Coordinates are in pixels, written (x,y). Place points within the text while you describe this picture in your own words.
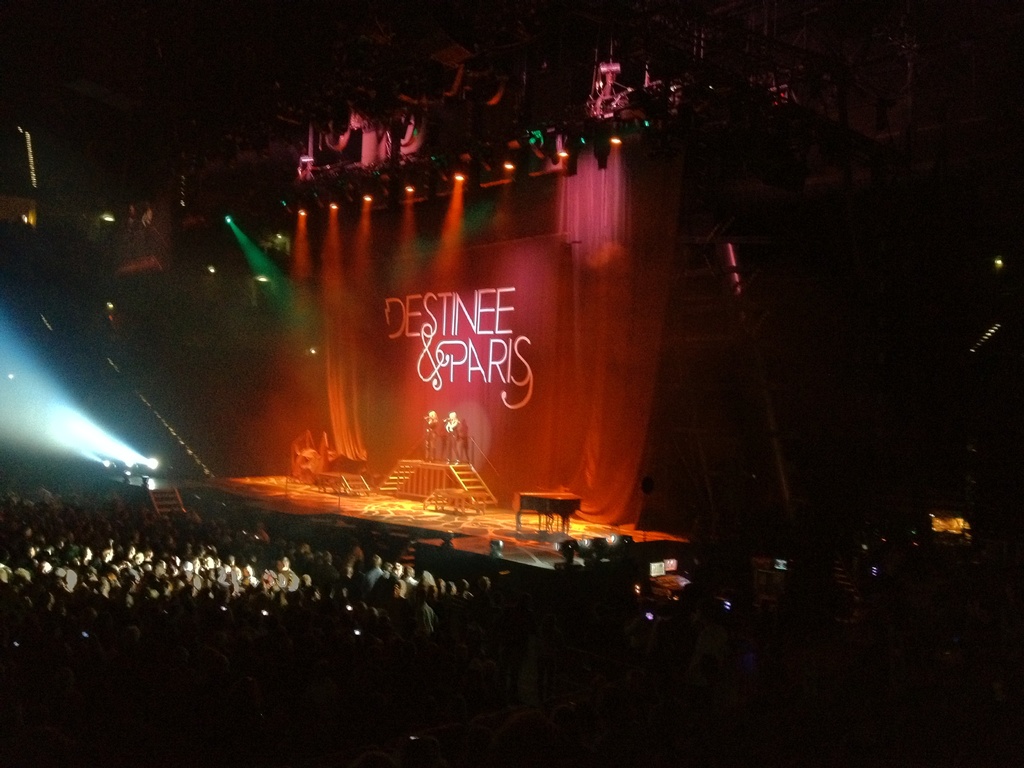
In this picture we can see a group of people (414,654), some people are on the stage (398,525), here we can see lights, poster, steps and some objects (432,478) and in the background (760,431) we can see it is dark.
